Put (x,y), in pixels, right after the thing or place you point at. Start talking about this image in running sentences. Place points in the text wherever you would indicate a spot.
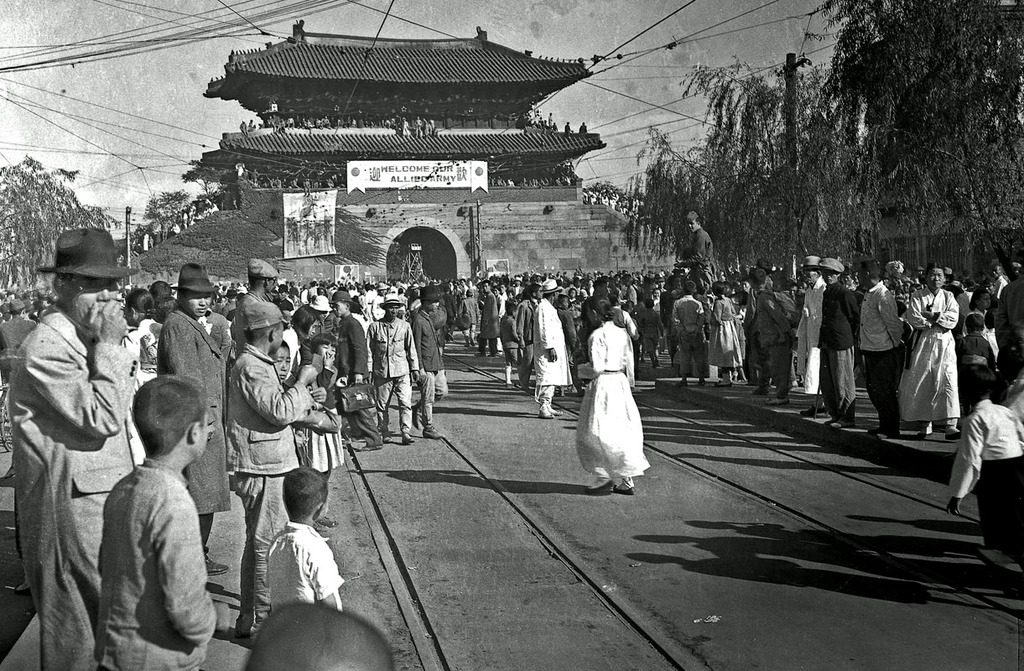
In this picture we can see a group of people (133,410) on the road (684,479), here we can see a building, posters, trees (876,192), electric poles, wires (720,36) and we can see sky (703,40) in the background (698,52).
